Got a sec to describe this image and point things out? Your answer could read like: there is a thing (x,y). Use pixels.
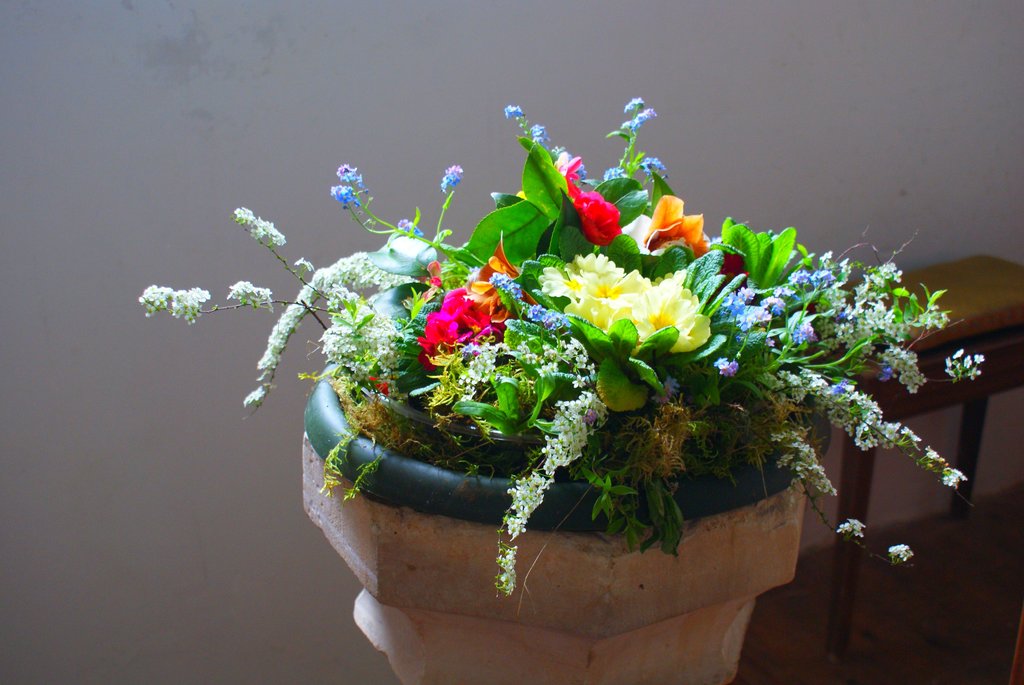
In the center of the image (348,366) we can see a flower pot (553,446). In the background of the image (63,348) we can see the wall (308,219). On the right side of the image (994,339) we can see a table (1009,348). In the bottom right corner (934,628) we can see the floor (977,649).
